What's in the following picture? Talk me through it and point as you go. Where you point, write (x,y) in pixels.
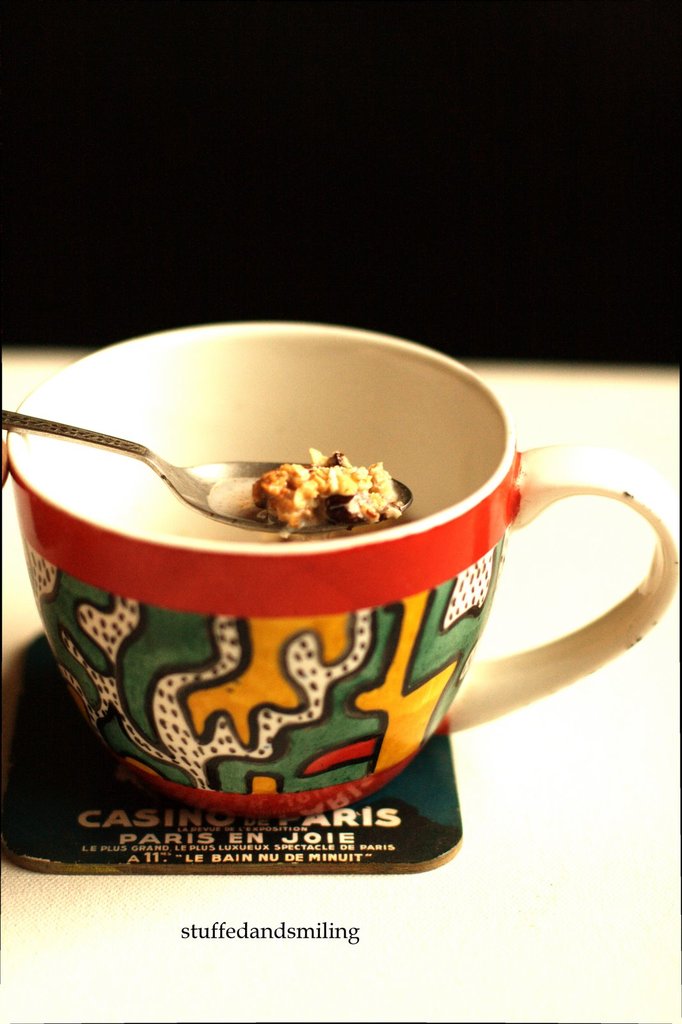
In this image there is a cup (365,655) and we can see a spoon (318,531) containing food (309,511) and a card (297,869) placed on the table (349,959).
